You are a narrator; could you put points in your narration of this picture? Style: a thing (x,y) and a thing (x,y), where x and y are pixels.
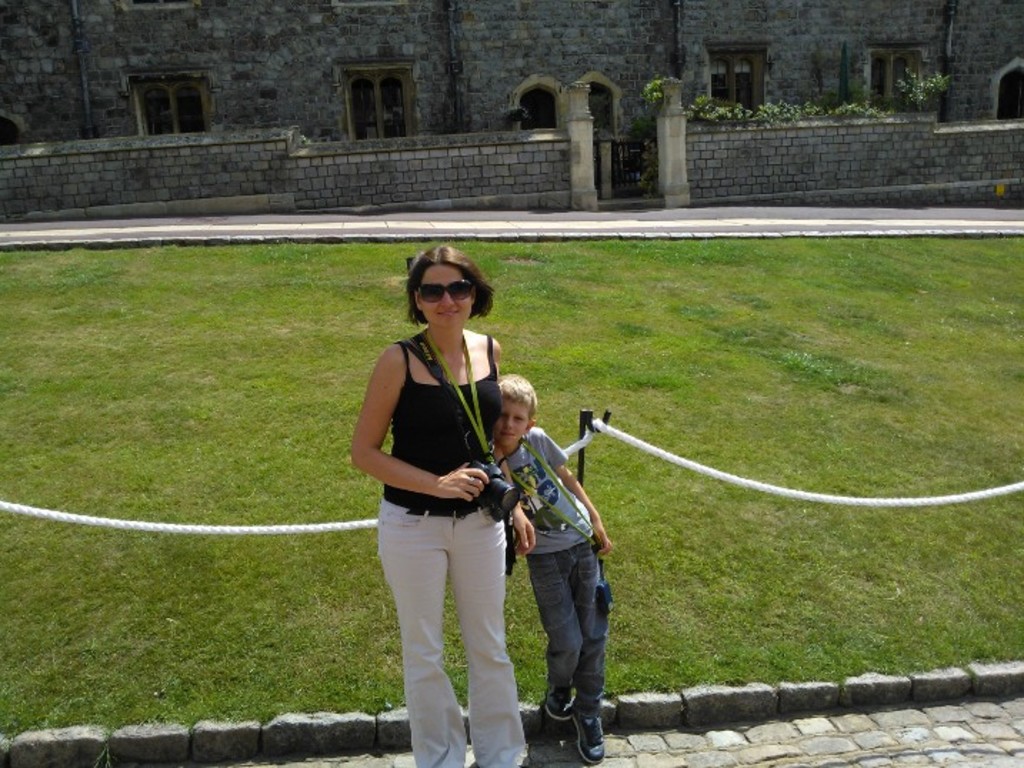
In this picture we can see a woman (426,519) and boy (560,566), she is holding a camera (481,468). We can see rope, pole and grass (628,272). In the background of the image (408,178) we can see walls (543,181), windows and plants (648,96).
